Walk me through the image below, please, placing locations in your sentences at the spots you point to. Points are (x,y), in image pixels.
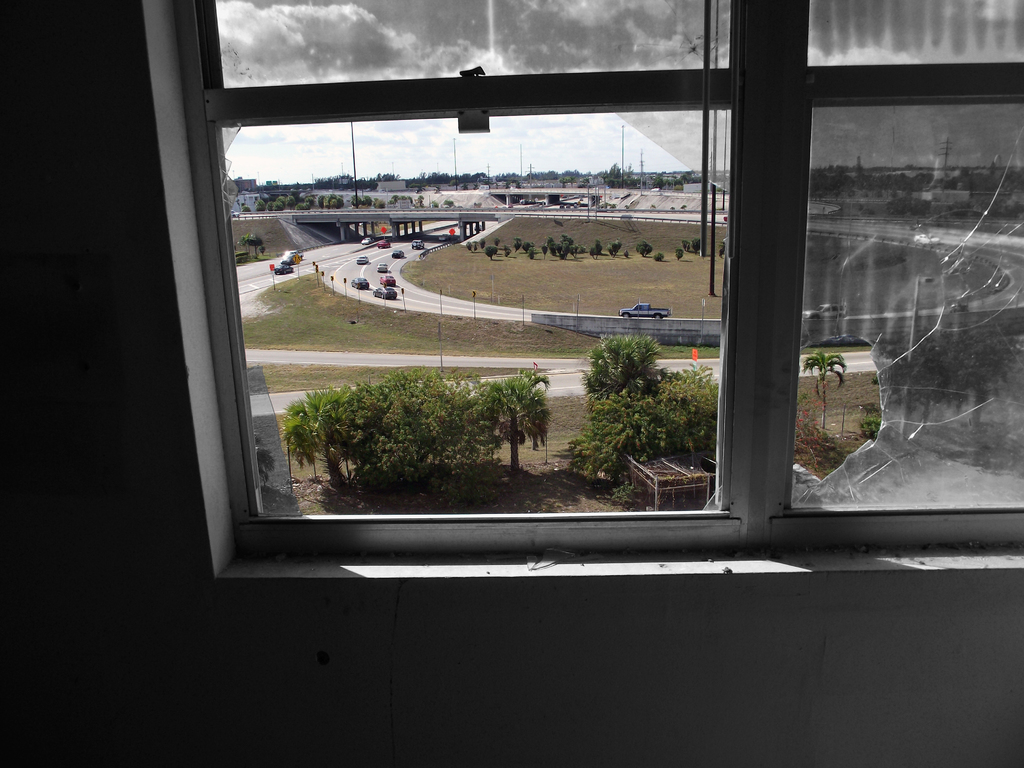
In this image we can see there is an inside view of the building (974,667) and there is a window (308,40). Through the window (815,221) we can see building (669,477), grass (568,406), trees (408,431), poles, wall (663,342), bridge (450,213), boards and vehicles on the road (419,359) and the sky (507,147).
